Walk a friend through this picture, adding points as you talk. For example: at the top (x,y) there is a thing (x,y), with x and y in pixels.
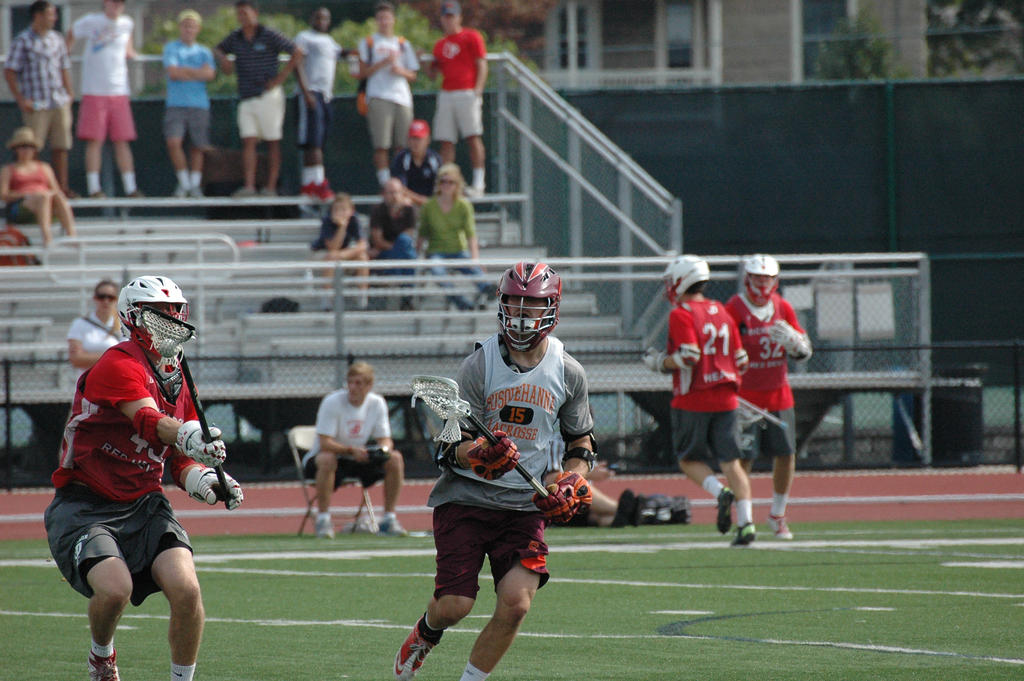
In this picture I can see some people (515,542) are playing in a ground (429,589), side some people (365,249) are sitting and some people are standing and watching.
